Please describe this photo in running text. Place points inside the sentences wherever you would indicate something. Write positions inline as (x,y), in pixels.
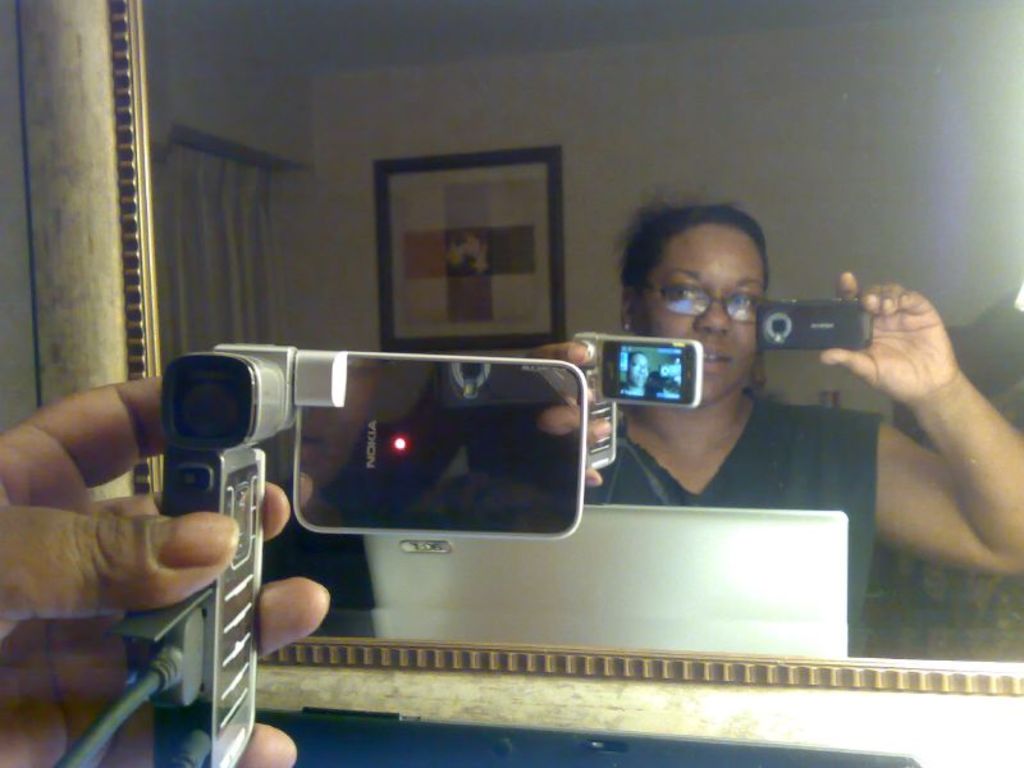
In this image we can see a person's hand (273,514) with a camera (461,510) and there is a mirror (512,547) and on the mirror (518,611) we can see the reflection (661,489) of a person (619,464) holding a phone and camera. There is a laptop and in the background (753,156), we can see the wall (490,70) with a photo frame (439,280).
